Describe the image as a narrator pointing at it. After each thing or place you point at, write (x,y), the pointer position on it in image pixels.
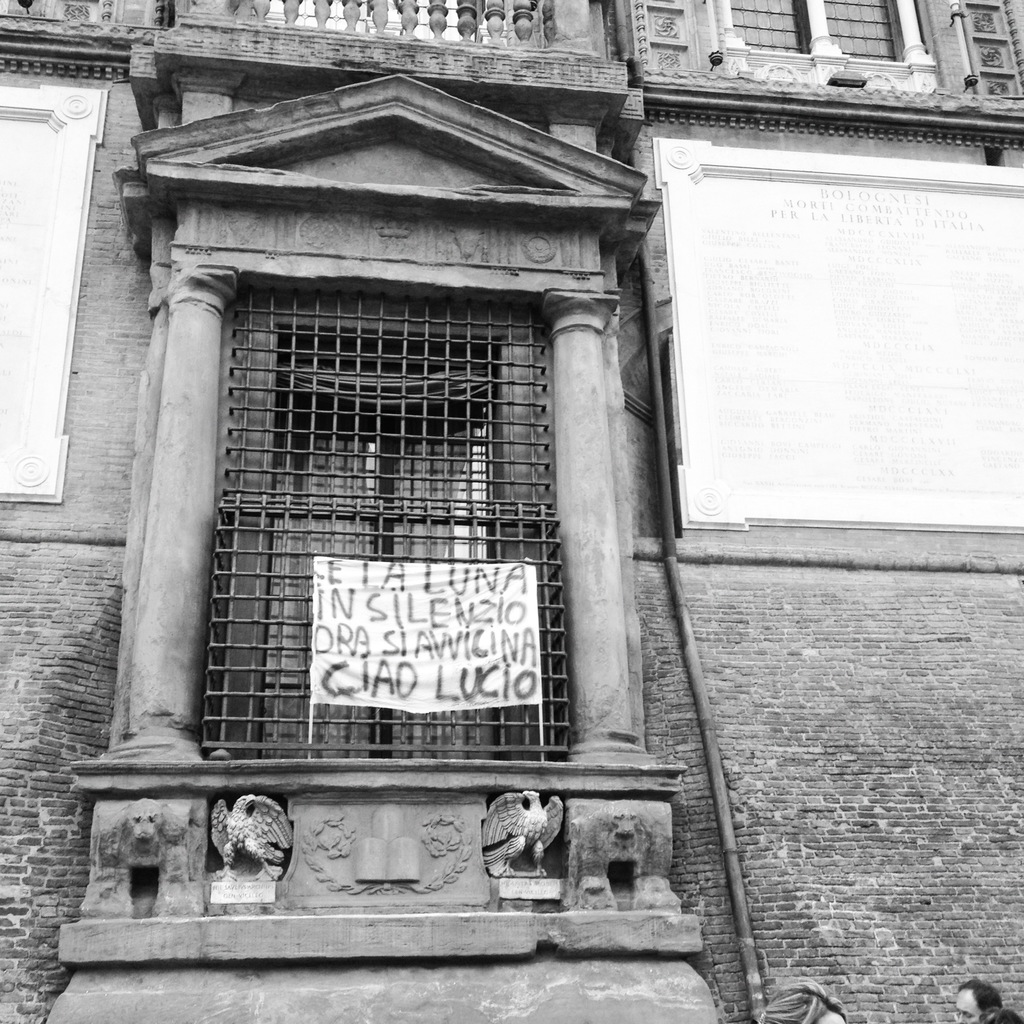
In this picture we can see a building (100,739) with windows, banner (452,577), wall (848,624), pipes (738,885) and some persons (1022,1023).
